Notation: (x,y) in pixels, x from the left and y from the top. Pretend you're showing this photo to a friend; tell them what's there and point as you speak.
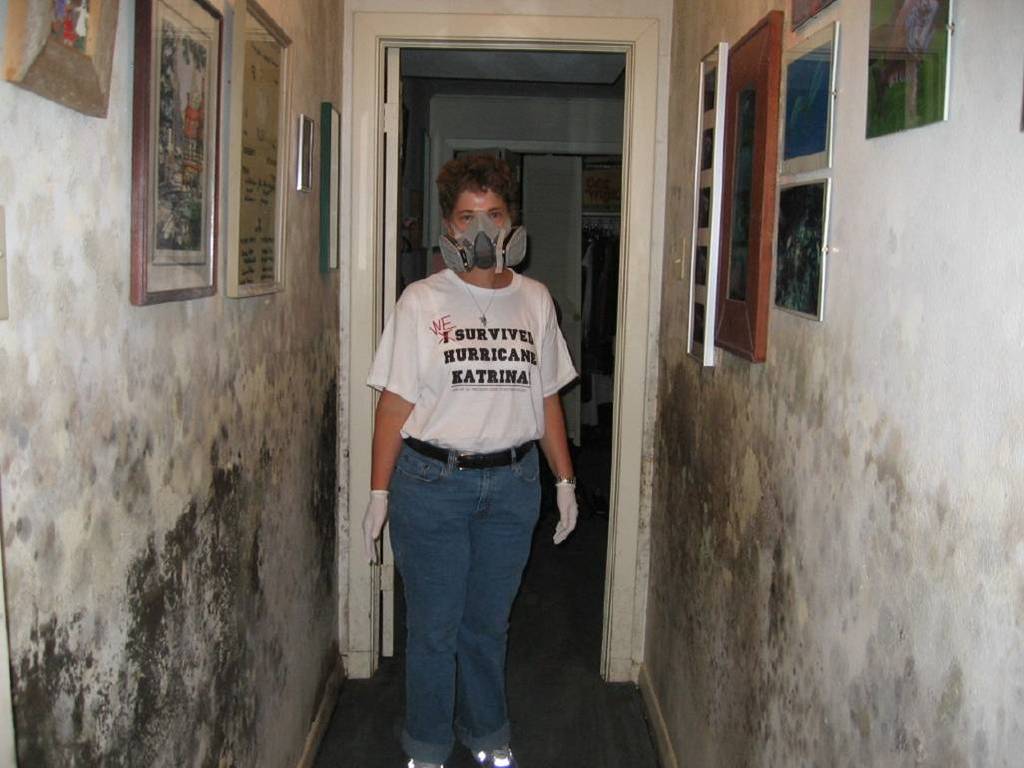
Here a person (471,470) is standing wearing mask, here there are photo frames (736,276) on the wall (310,474), this is door (373,292).
